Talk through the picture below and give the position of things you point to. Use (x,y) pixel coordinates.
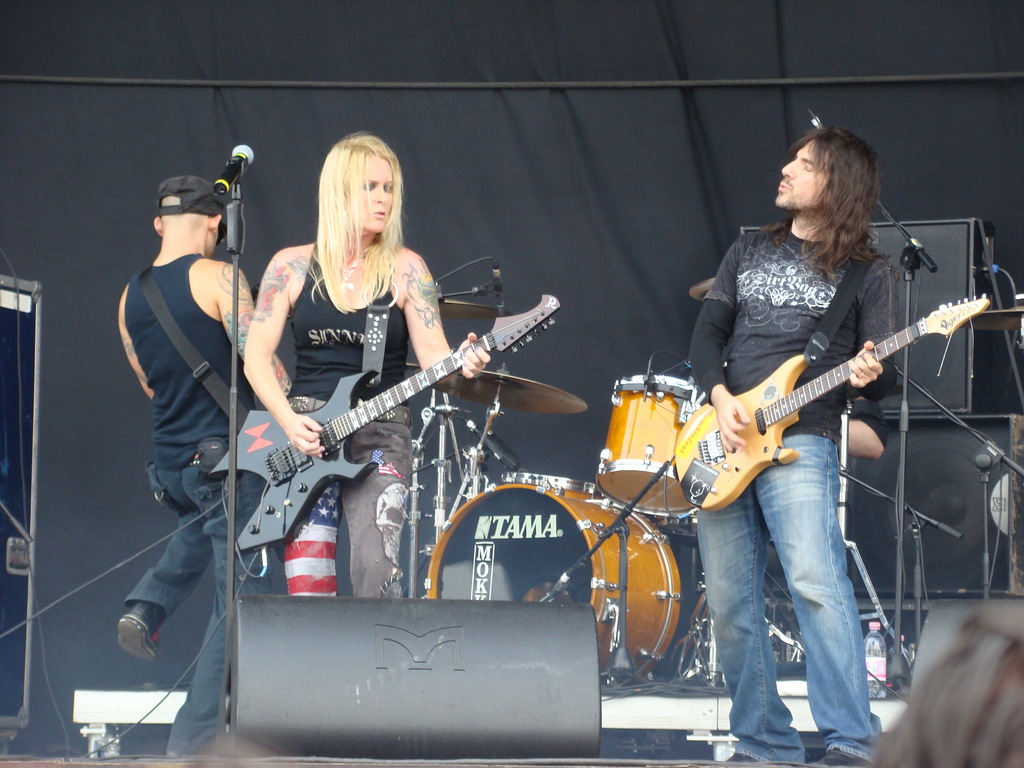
A person (752,357) is holding a guitar (783,424) and playing. Another woman (373,277) is holding a guitar (360,405) and playing. In front of her there is a mic (236,163) and mic stand (236,291). In the back (170,306) another person (178,274) wearing cap (189,192) is holding something. Also there is a drum (618,442) in the back (599,487). In the front (423,679) there is a speaker (401,693). In the background (661,153) it is black curtain (595,154).
